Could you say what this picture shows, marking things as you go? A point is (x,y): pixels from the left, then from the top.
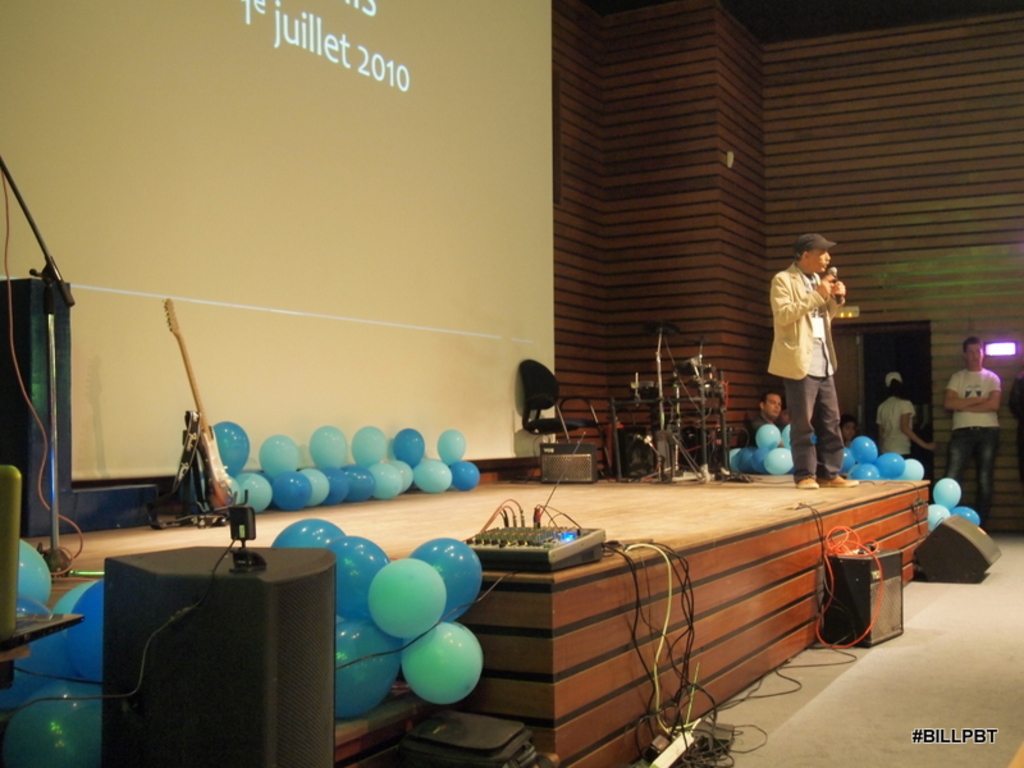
In this image, there is a person (815,464) on the stage (792,510) standing and wearing clothes (786,340). There is a speaker (129,702) and some balloons (394,577) in the bottom left of the image (308,567). There is a screen (123,325) on the left side of the image (232,286). There is an another person (974,429) standing on the right side of the image (974,431).
